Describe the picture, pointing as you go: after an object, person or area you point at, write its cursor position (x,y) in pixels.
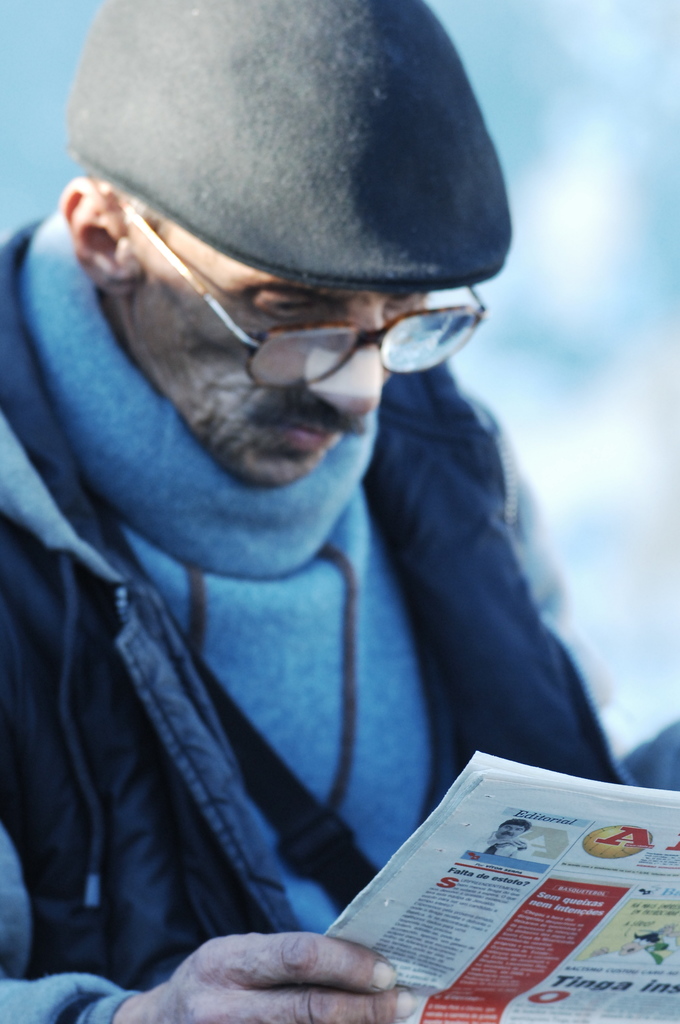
In this image I can see a person (235,624) wearing blue and black colored jacket (132,886), spectacles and black colored hat (301,146) is holding a newspaper (464,896) in his hands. I can see the blurry background (26,98).
